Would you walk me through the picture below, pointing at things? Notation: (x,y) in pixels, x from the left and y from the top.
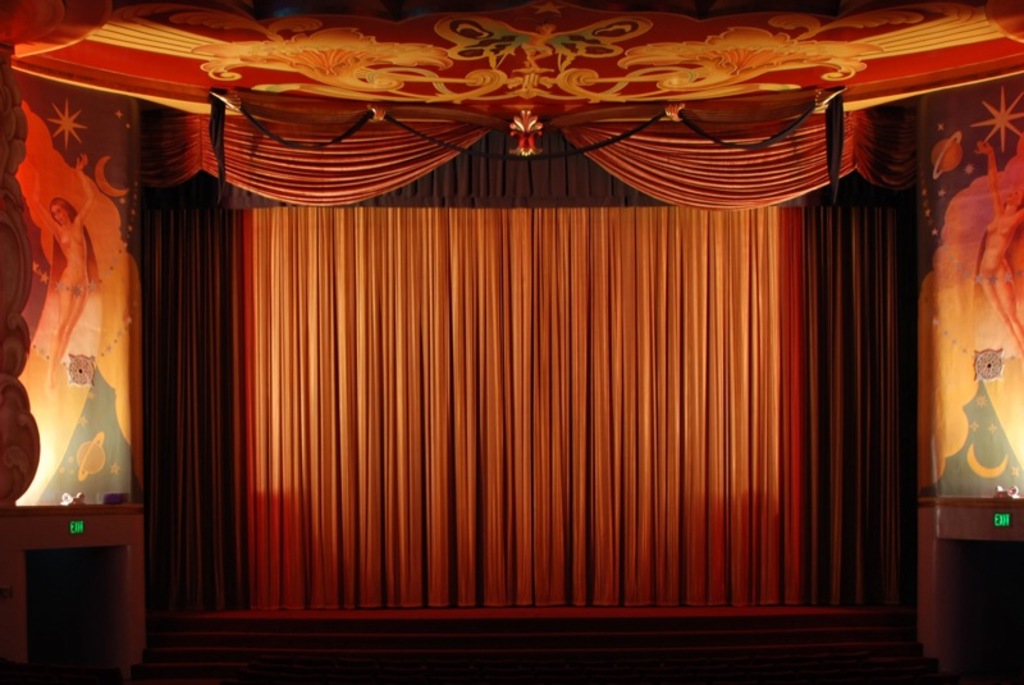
As we can see in the image there are curtains (261,340) and a wall (947,284).
